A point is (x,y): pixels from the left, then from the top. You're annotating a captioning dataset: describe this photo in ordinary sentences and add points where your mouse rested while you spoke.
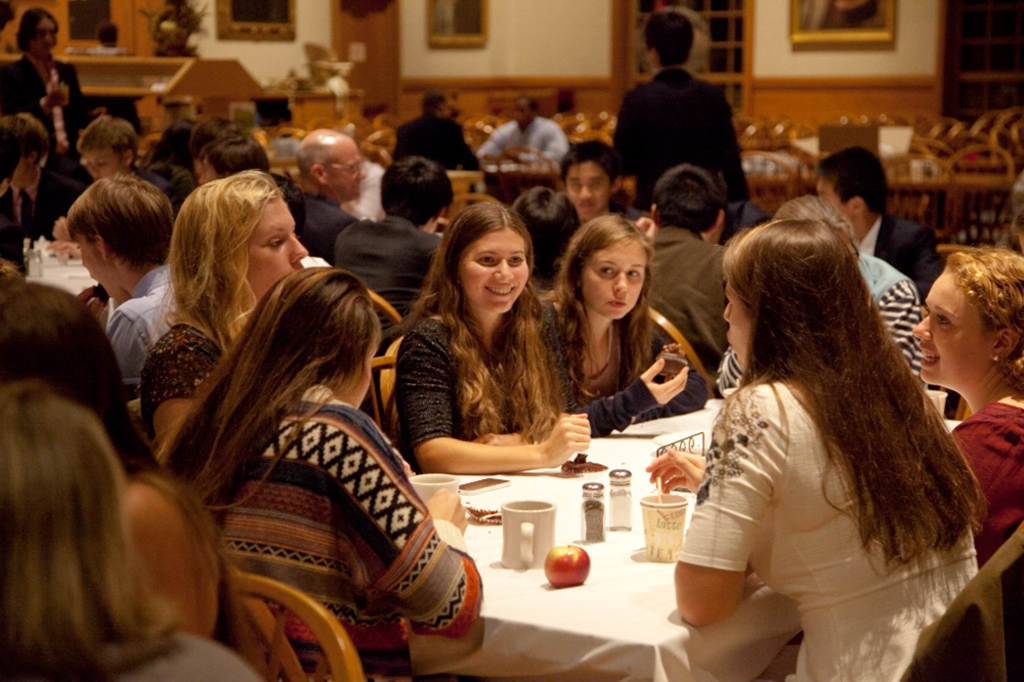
We can see frames (799,43) over a wall (770,67). These are doors (956,51). We can see two persons (41,68) standing. We can see all the persons (528,244) sitting on chairs (923,204) in front of a table (604,573) and on the table (590,578) we can see mug (528,537), apple (578,556), bottles (618,512). This woman (674,393) is holding a cupcake (673,360) in her hand (655,385).
